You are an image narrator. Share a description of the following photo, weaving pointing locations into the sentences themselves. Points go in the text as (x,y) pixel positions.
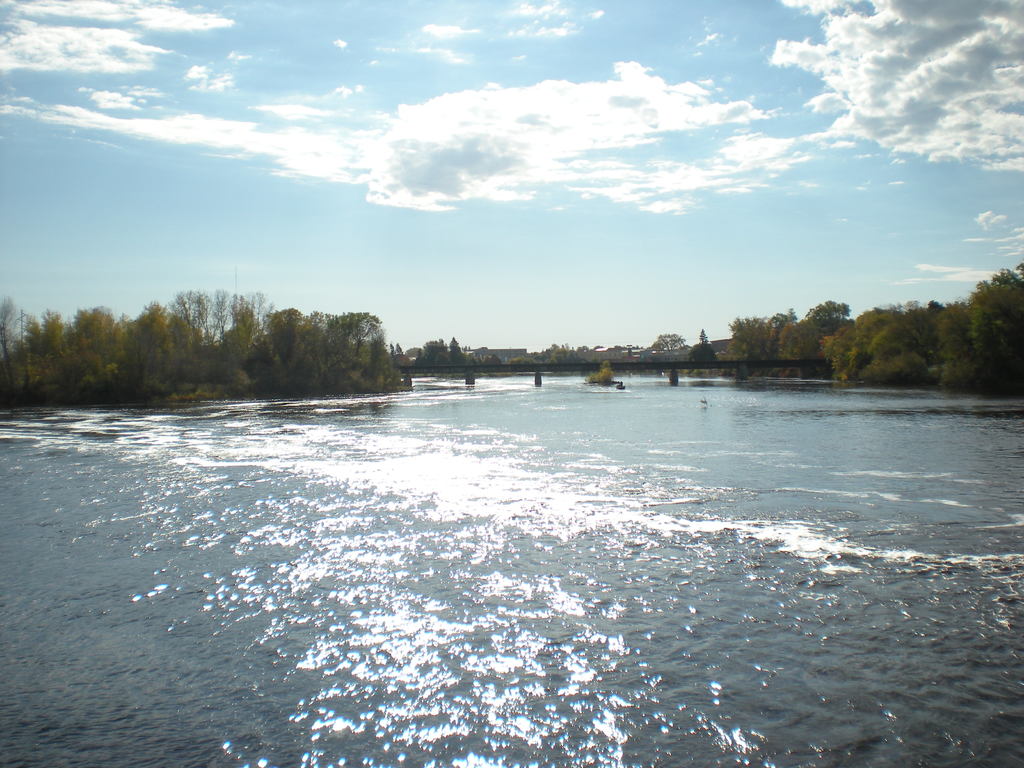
In the center of the image (632,299) we can see the sky (894,213), clouds (651,182), trees (230,370), water (514,510), one bridge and a few other objects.
